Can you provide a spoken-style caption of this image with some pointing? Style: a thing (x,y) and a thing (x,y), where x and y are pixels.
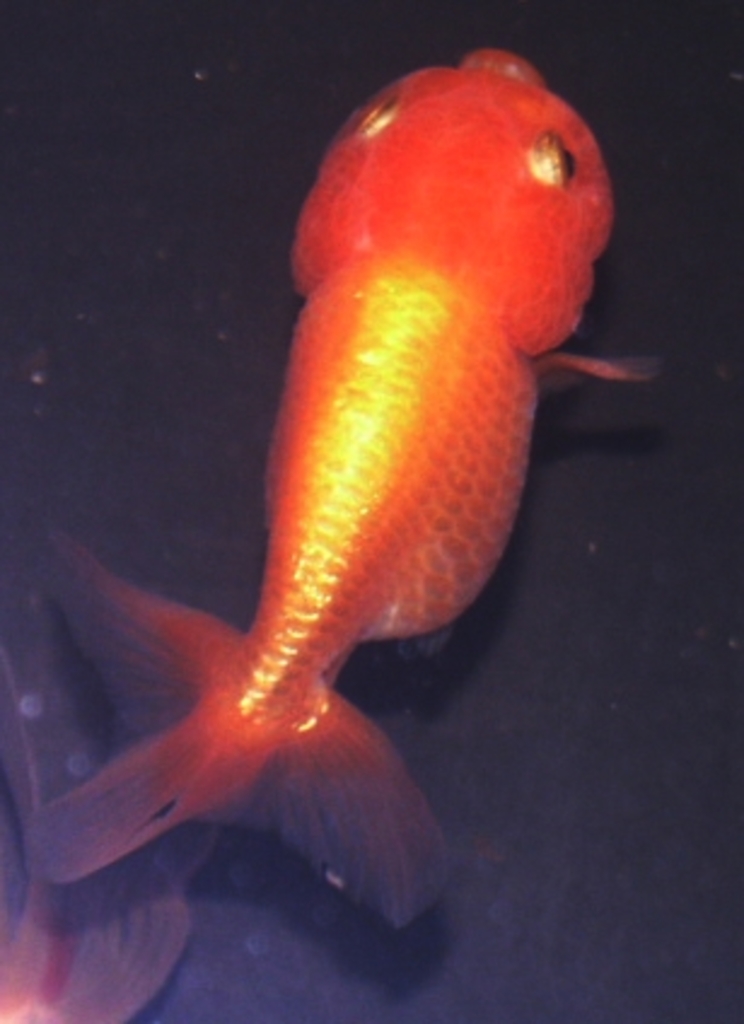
In this image we can see a fish (466,125) and the background (720,520) is dark in color.
